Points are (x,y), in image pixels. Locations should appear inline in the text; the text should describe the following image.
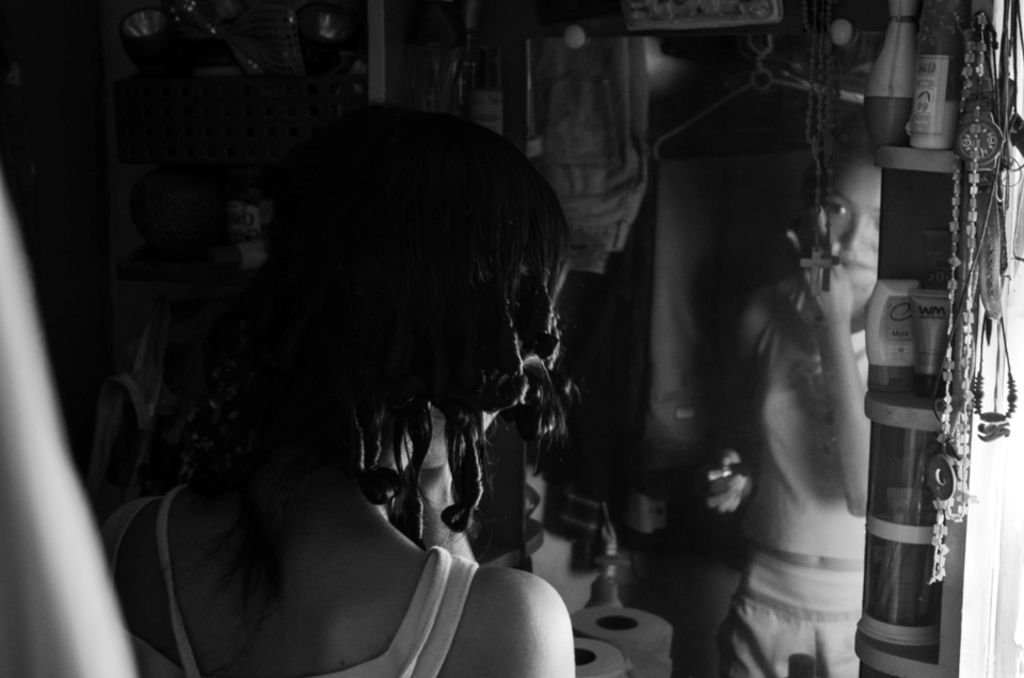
In the image we can see a woman (360,542) standing and wearing clothes (429,579). There is a mirror (726,376), in the mirror (708,373), we can see the reflection (747,387) of this woman (509,615). This is a wrist watch (973,133), neck chain (945,424) and other things (906,296).
